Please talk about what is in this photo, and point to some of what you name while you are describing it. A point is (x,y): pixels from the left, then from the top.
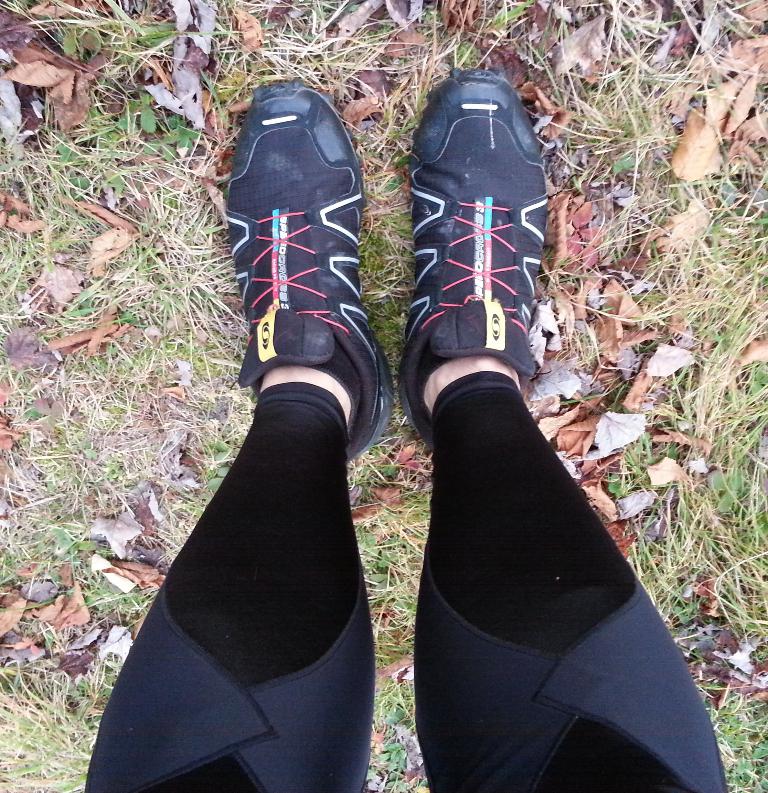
In this picture we can see a person's legs (566,579) wearing shoes (421,195). We can see grass (635,113) and dried leaves (32,227).
